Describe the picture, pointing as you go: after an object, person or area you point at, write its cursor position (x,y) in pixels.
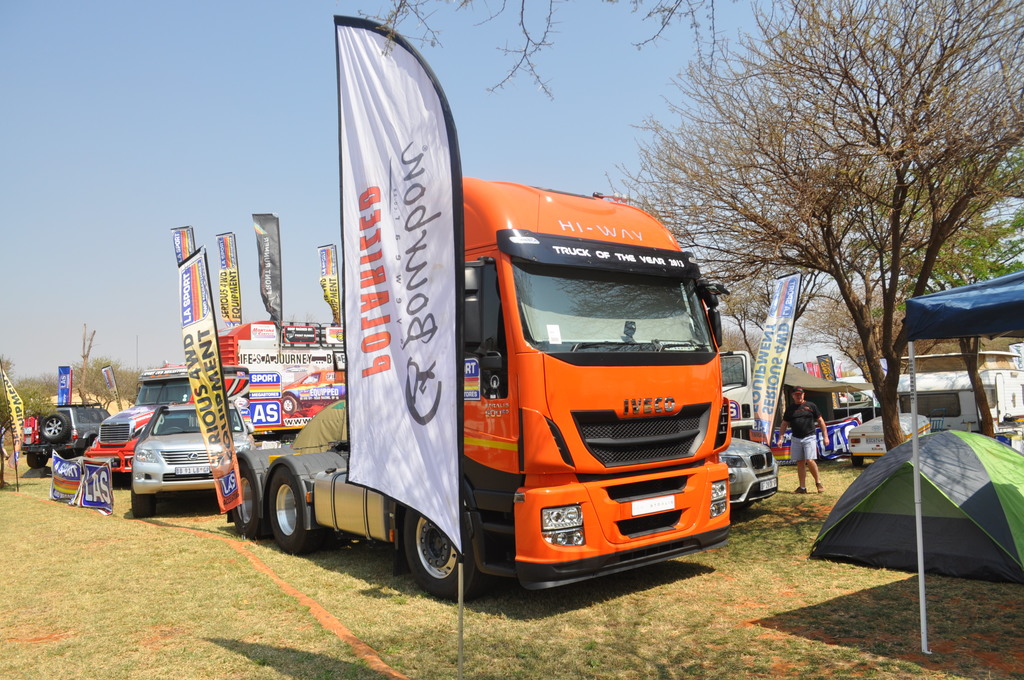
This picture is clicked outside. In the center (638,403) we can see the group of vehicles (650,424) parked on the ground (674,589) and we can see the tents (961,479) and the person (806,416) walking on the ground (809,469) and there are many number of banners (335,288) on which we can see the text (205,384) is printed and there are some objects (1008,419). In the background (628,52) there is a sky (473,137) and the trees (893,355).
